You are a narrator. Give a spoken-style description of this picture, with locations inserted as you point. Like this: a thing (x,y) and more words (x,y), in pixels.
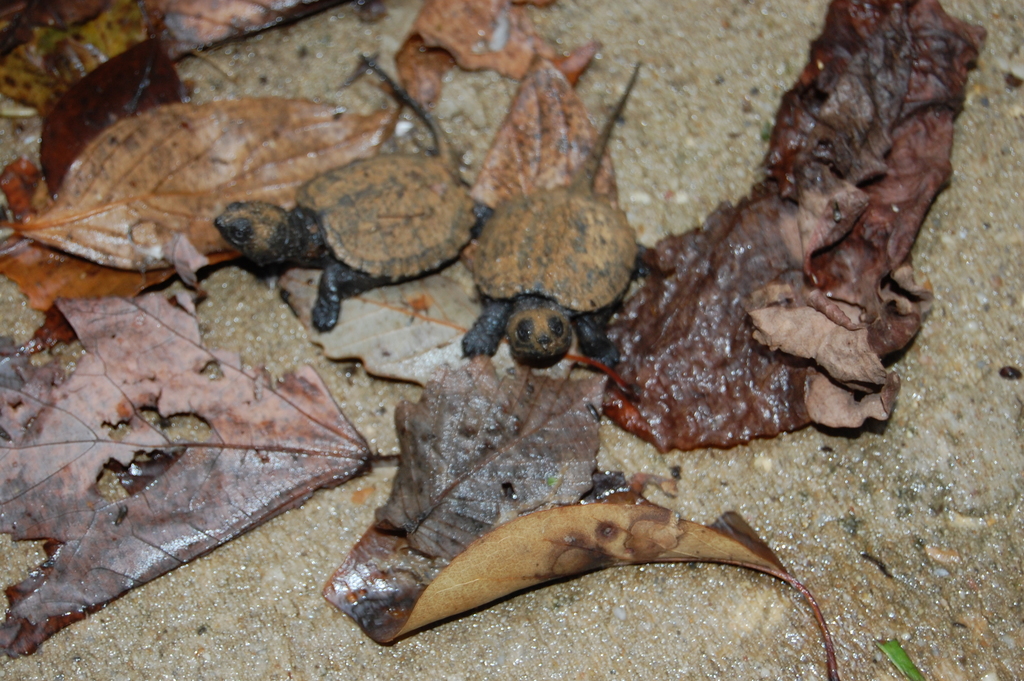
In the foreground of this image (306,305), there are two turtles (399,270) and few leafs (429,477) are on the ground (834,519).
